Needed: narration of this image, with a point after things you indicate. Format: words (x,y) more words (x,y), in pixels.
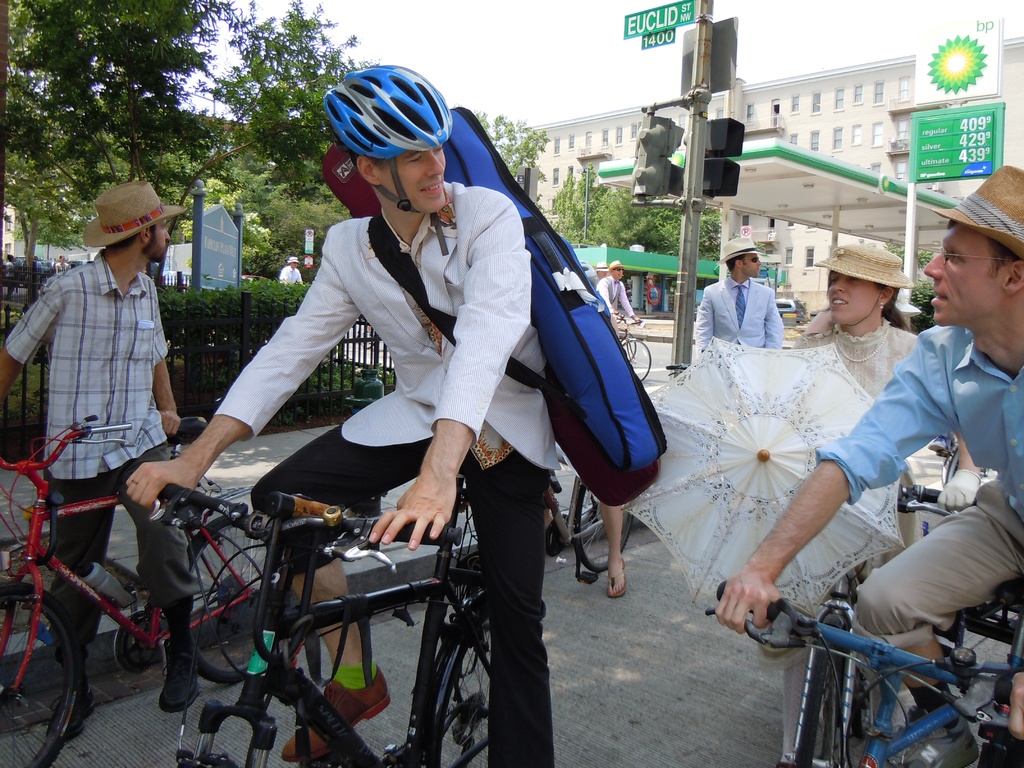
In this image i can see 3 persons (1015,527) riding a bicycle (202,498), a person (381,183) in the middle (411,384) is wearing a helmet (347,134) and a bag (571,422). I can see a woman (849,356) with an umbrella (782,429). In the background (751,315) i can see few persons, traffic lights (657,145), trees (265,174) and buildings (813,104).
